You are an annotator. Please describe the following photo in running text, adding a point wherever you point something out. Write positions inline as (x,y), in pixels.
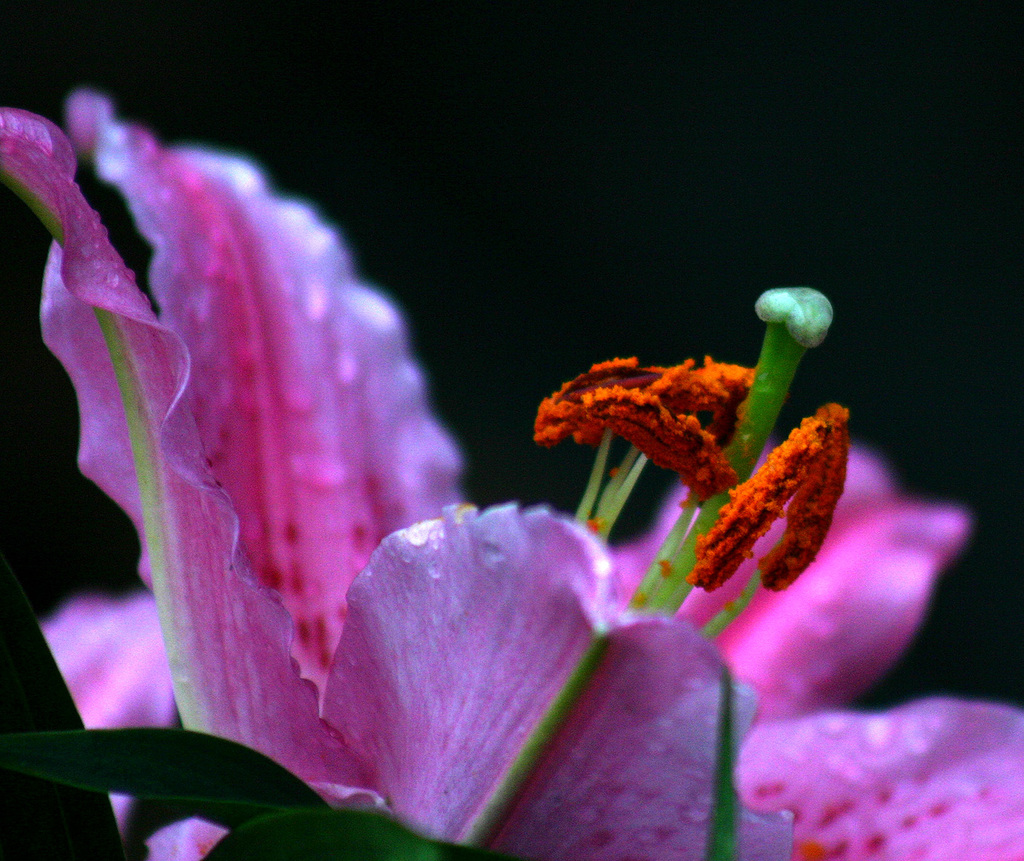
There is a beautiful pink flower (168,657) with two leaves (265,790) and the background of the flower (38,175) is dark.
